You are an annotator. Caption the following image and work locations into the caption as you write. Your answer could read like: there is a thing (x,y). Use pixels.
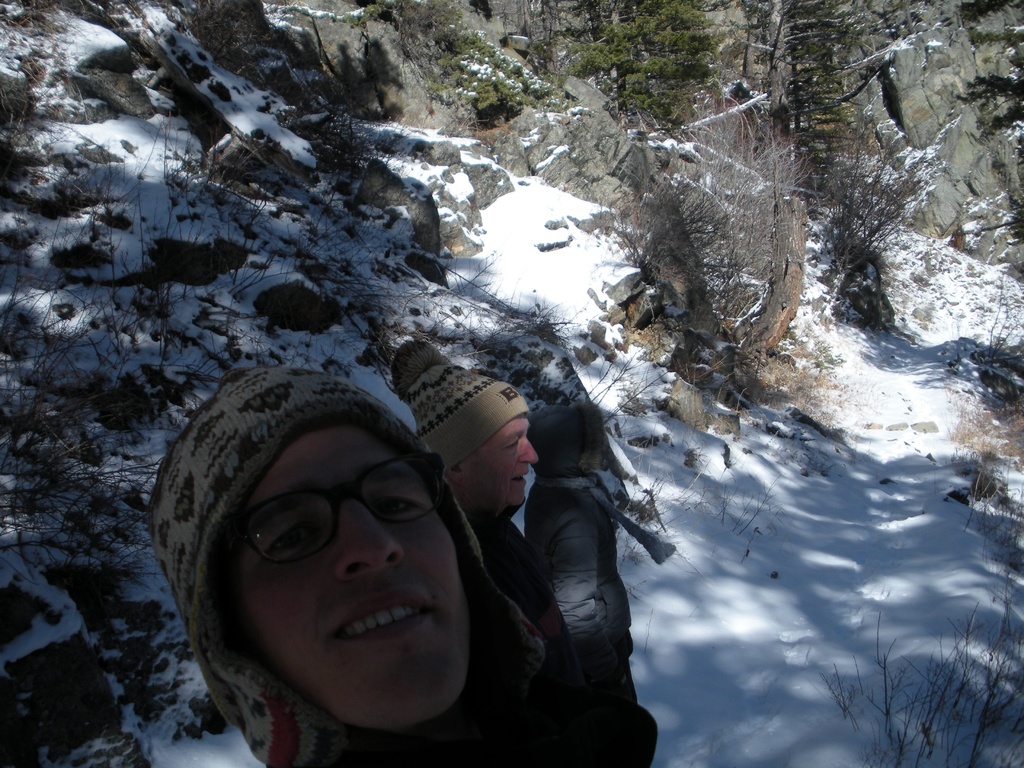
At the bottom of the image (497,585) we can see three persons (499,673) are standing and wearing jackets (499,568), caps (272,431). In the background of the image (362,370) we can see the hills (514,159), trees (801,116), snow (582,216).
